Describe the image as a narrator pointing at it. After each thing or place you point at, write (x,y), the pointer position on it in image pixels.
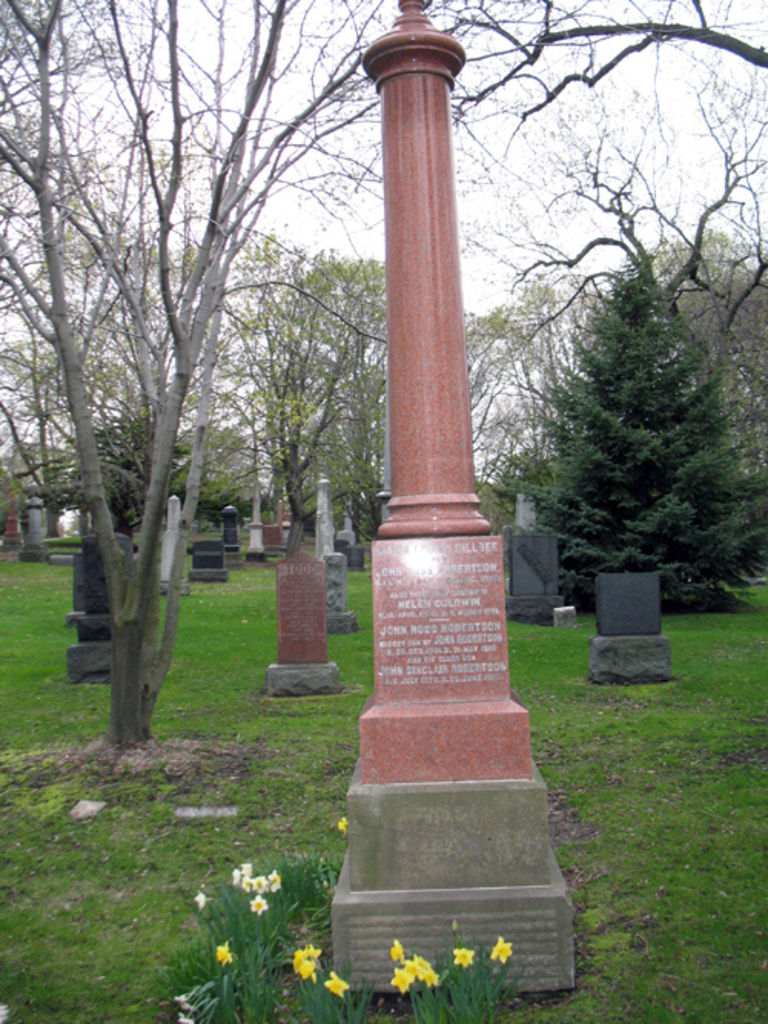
The picture is taken in the cemetery (613,925). In the picture there are gravestones (214,554), plants (273,941), flowers (260,900) and trees (633,360). Sky (321,141) is cloudy.
